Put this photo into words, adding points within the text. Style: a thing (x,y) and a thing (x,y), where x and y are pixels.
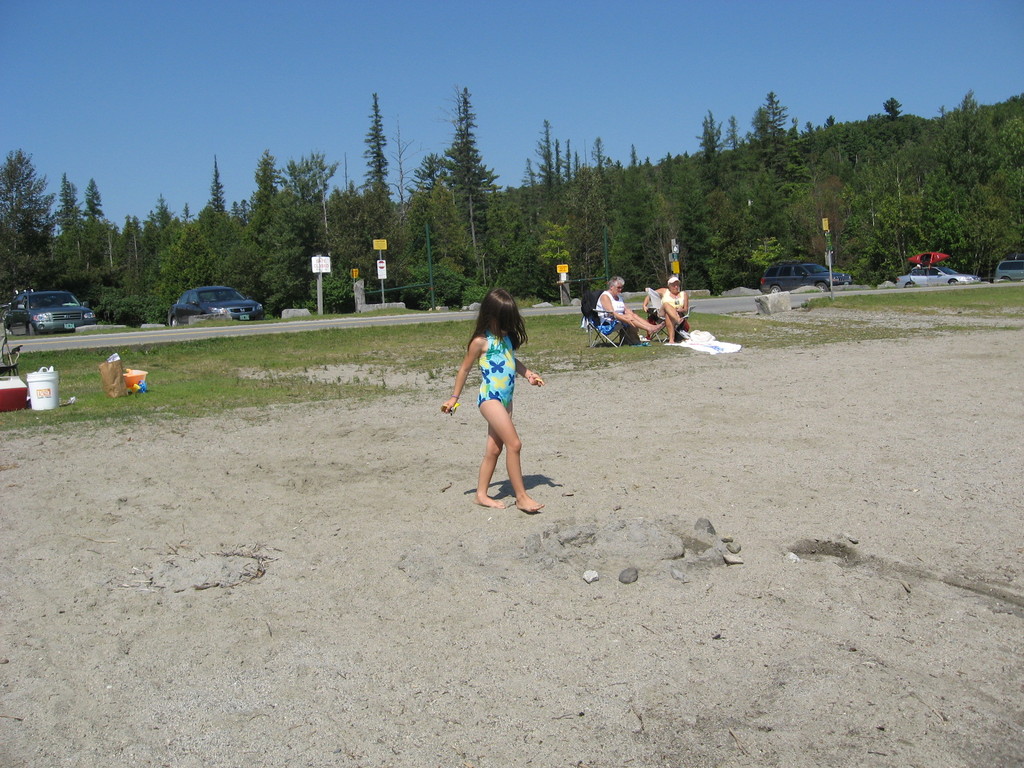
In this picture I can see a girl (501,435) walking on the surface (497,539). I can see two persons (642,317) sitting on the chair (652,308). I can see cars (192,297) in the parking space (192,297). I can see trees (168,271) in the background (488,234). I can see the road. I can see the sky (428,81). I can see green grass (210,402).
